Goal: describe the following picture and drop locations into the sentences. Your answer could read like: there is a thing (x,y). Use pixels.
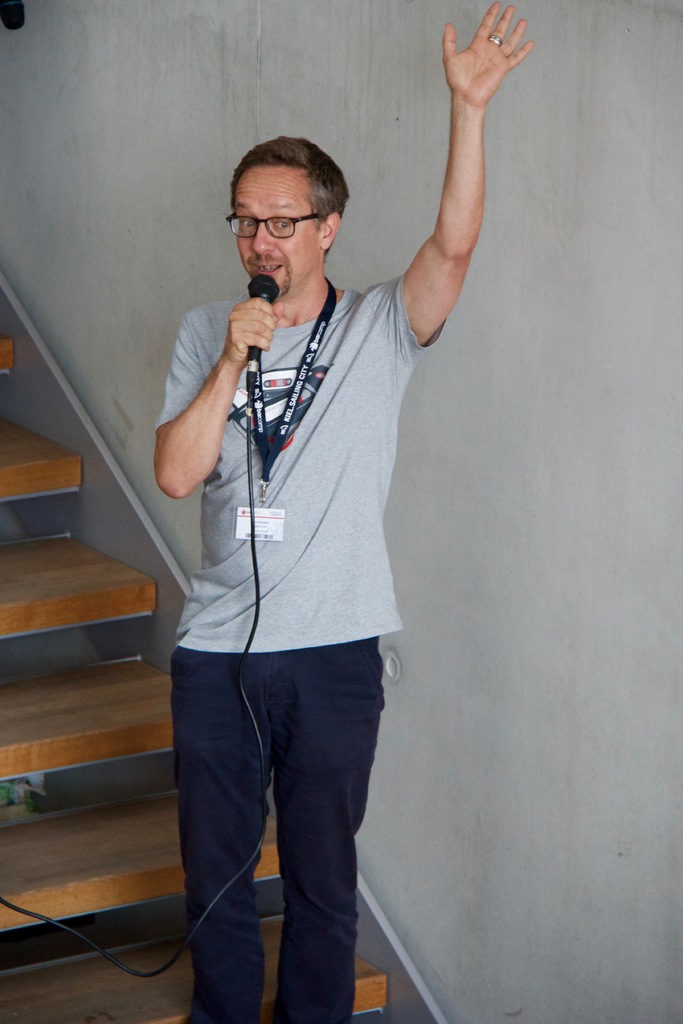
In this image, there is a person (286,173) standing and raising a hand (494,57). There is a staircase (27,469) and wall (152,181) behind this person (368,551). This person (406,339) is wearing clothes (305,423), id card (264,535) and spectacles (280,222). This person (271,310) is holding a mic (265,298) with his hands (256,300).
